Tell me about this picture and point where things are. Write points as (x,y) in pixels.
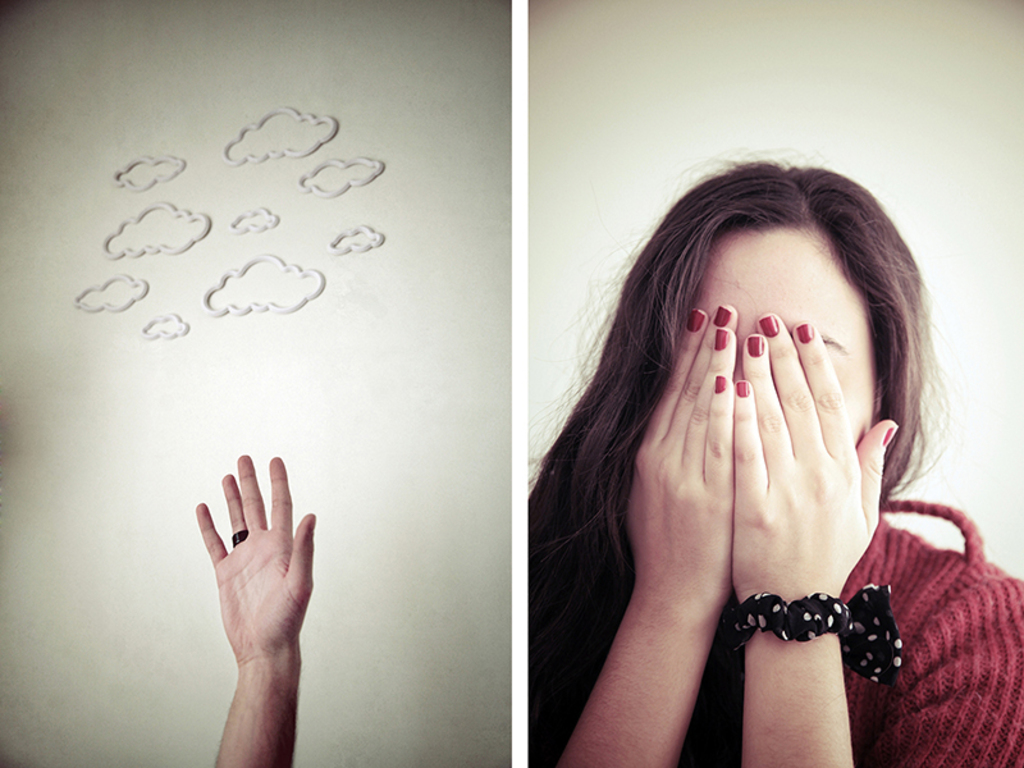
This is a collage picture. On the left side of the image (244,485) there is a hand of a person (311,527) and there are pictures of clouds (242,310) on the wall (115,434). On the right side of the image (692,401) there is a woman (695,395) with red dress (957,724). At the back (604,30) there is a wall (667,38).
